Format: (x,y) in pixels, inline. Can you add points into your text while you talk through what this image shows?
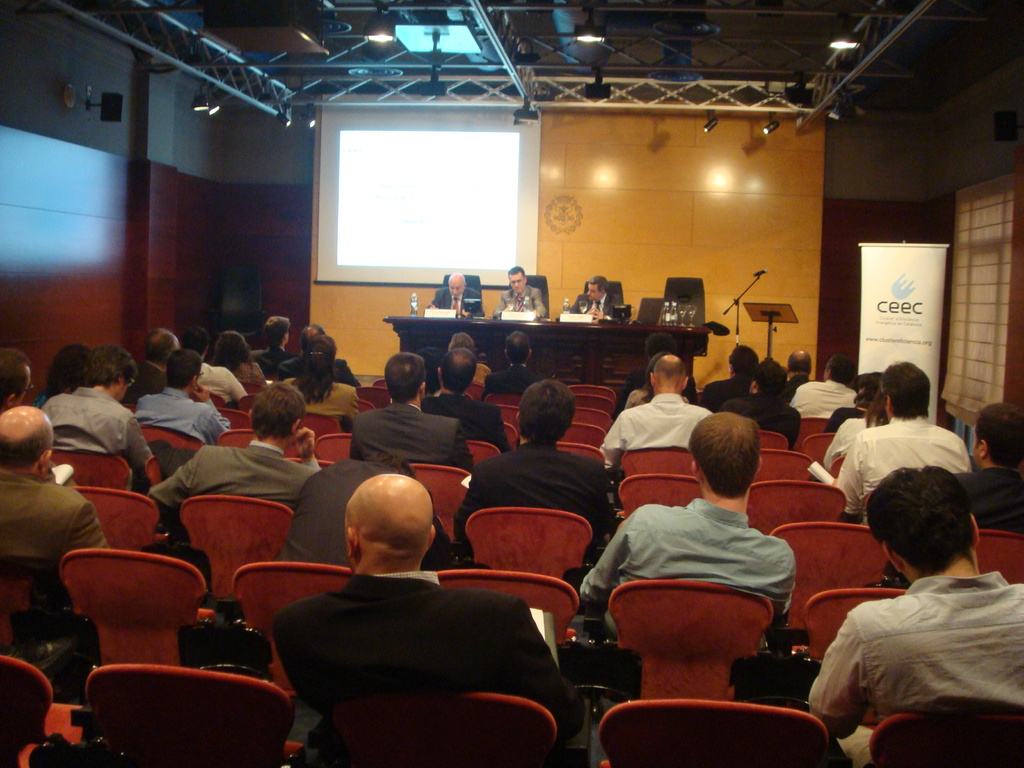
Some people (276,361) are sitting and listening to three men (601,297) on the stage (518,312).
